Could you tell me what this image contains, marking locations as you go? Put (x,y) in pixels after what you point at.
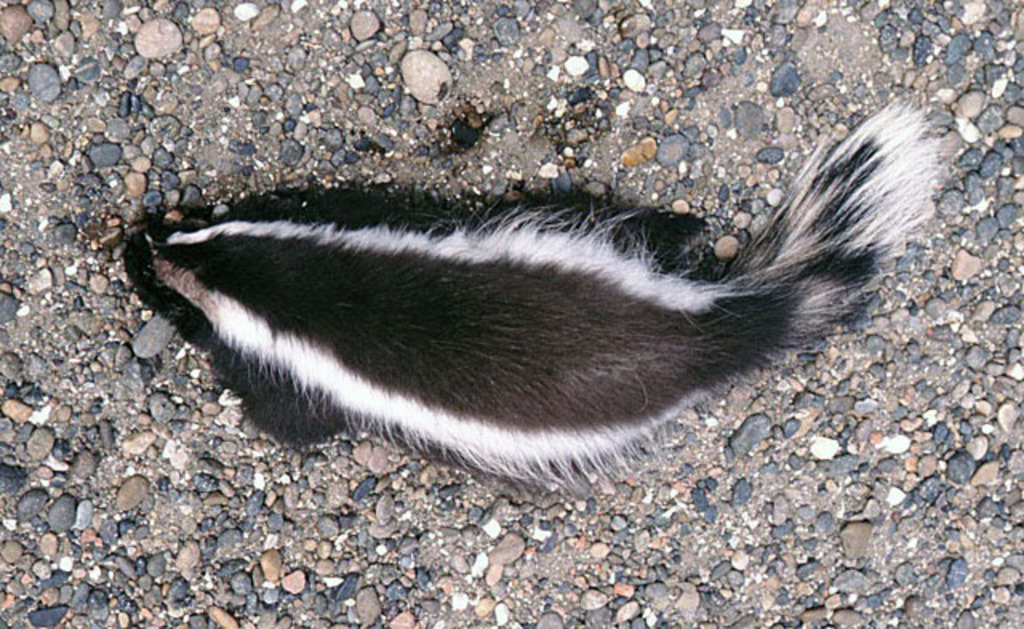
Here we can see a striped skunk (658,318) and there are stones (48,346).
